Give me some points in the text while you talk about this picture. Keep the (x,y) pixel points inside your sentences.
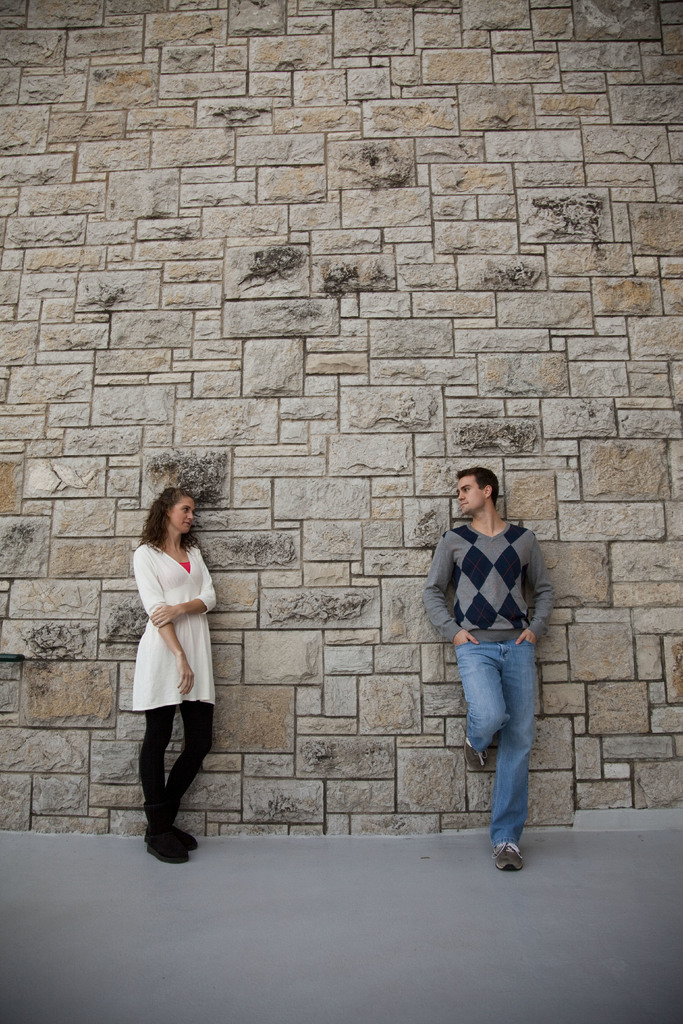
In this image we can see a man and a woman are standing on the floor (150,955) at the wall (302,660) and on the wall (235,233) we can see tiles (235,233).
